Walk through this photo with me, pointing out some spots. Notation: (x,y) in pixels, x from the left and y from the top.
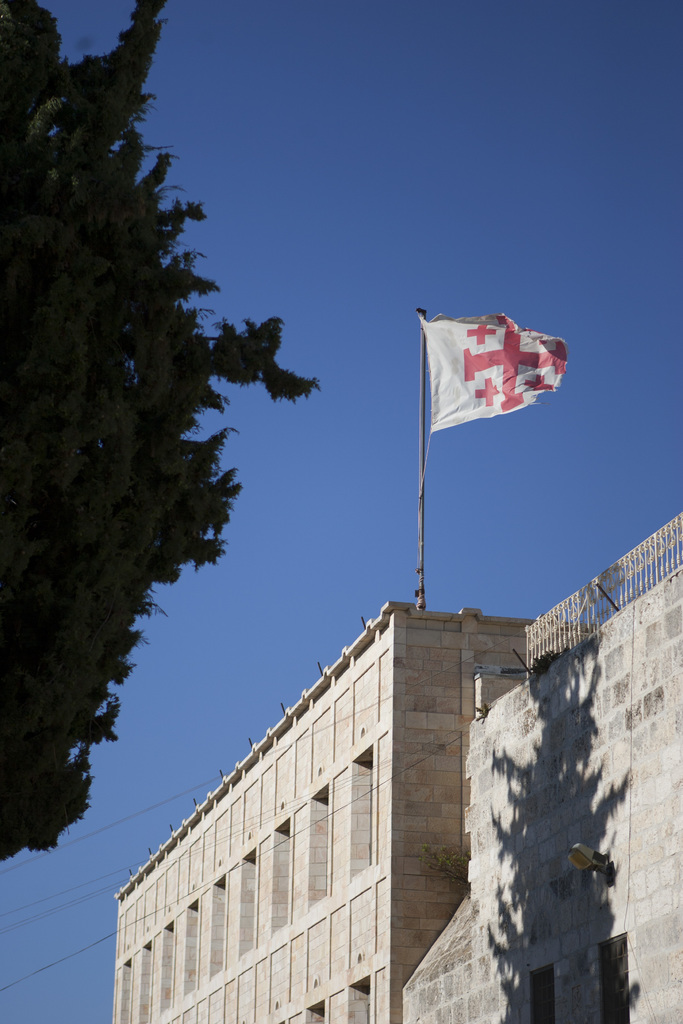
In this image I see a building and there is a flag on it and left to it there is a tree (44,32). In the background (33,992) I see the sky (533,568).
